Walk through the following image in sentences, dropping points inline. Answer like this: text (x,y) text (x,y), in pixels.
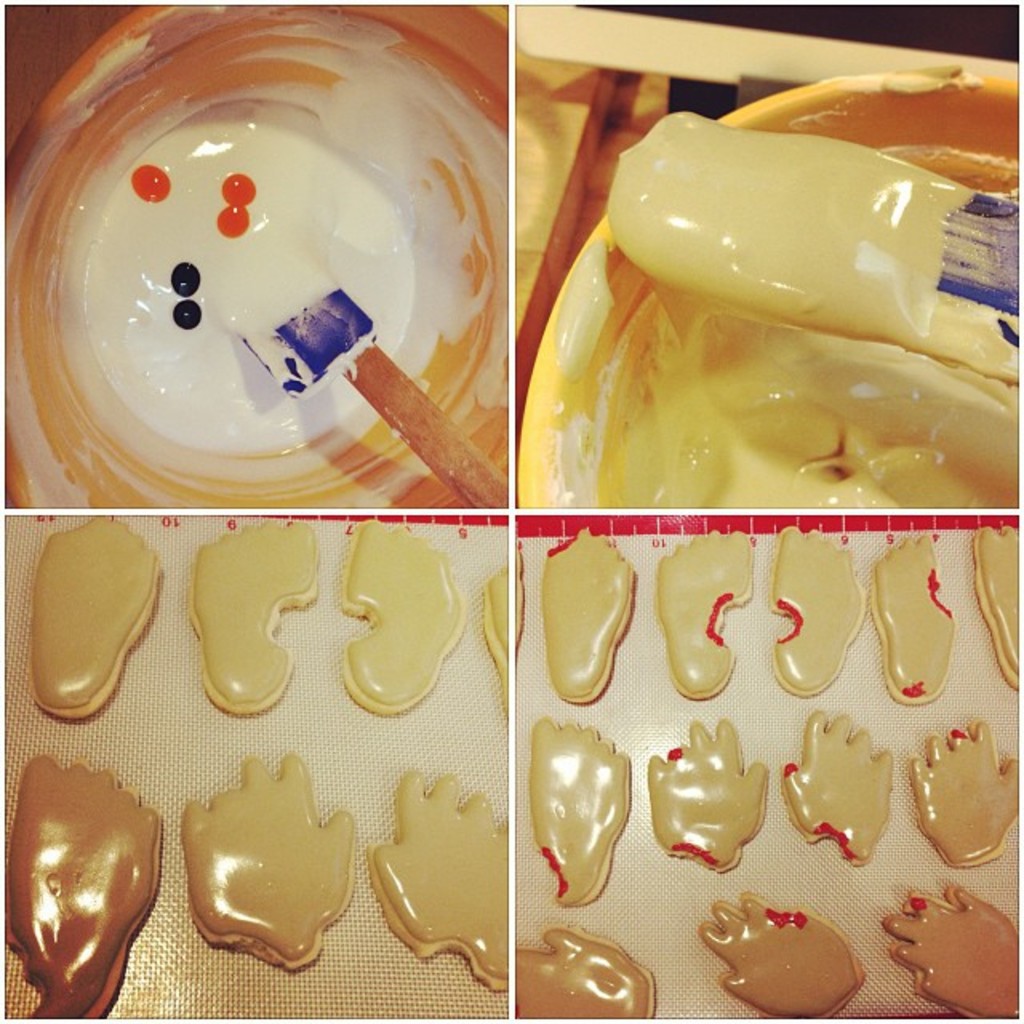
In the image there is a spatula (424,405) in a bowl (343,475) with icing (228,442) in it and below there are different cookies (700,815), this is a photo grid image.
